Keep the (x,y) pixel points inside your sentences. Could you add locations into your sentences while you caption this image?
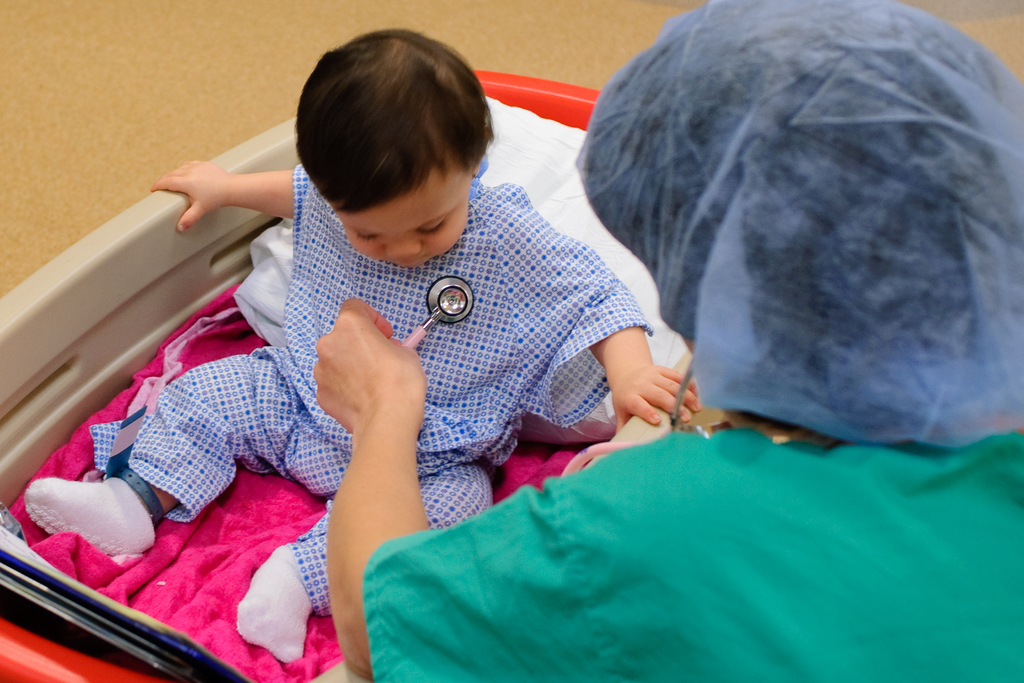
On the right side (821,515), there is a person (657,497) in a green color shirt (600,496), wearing a stethoscope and checking the chest (469,264) of a child (399,259), which is on a cloth (507,471). This cloth (228,335) is placed in an object (58,637). And the background (42,226) is brown in color.
